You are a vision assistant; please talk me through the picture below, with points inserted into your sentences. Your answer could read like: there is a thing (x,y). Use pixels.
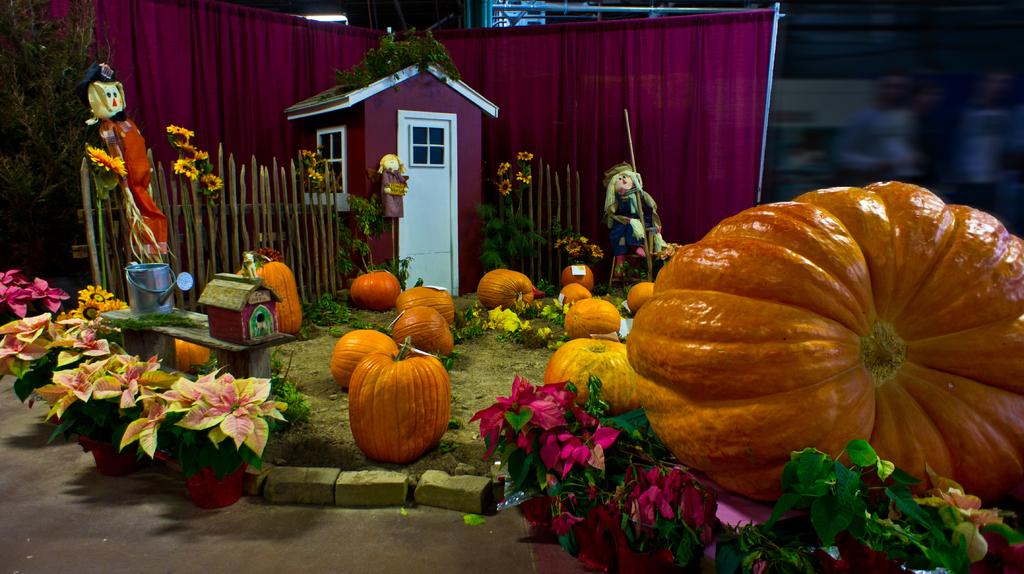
In this image I can see toys (160,230), pumpkins (441,381), flowers (191,393) and other objects (149,294).
